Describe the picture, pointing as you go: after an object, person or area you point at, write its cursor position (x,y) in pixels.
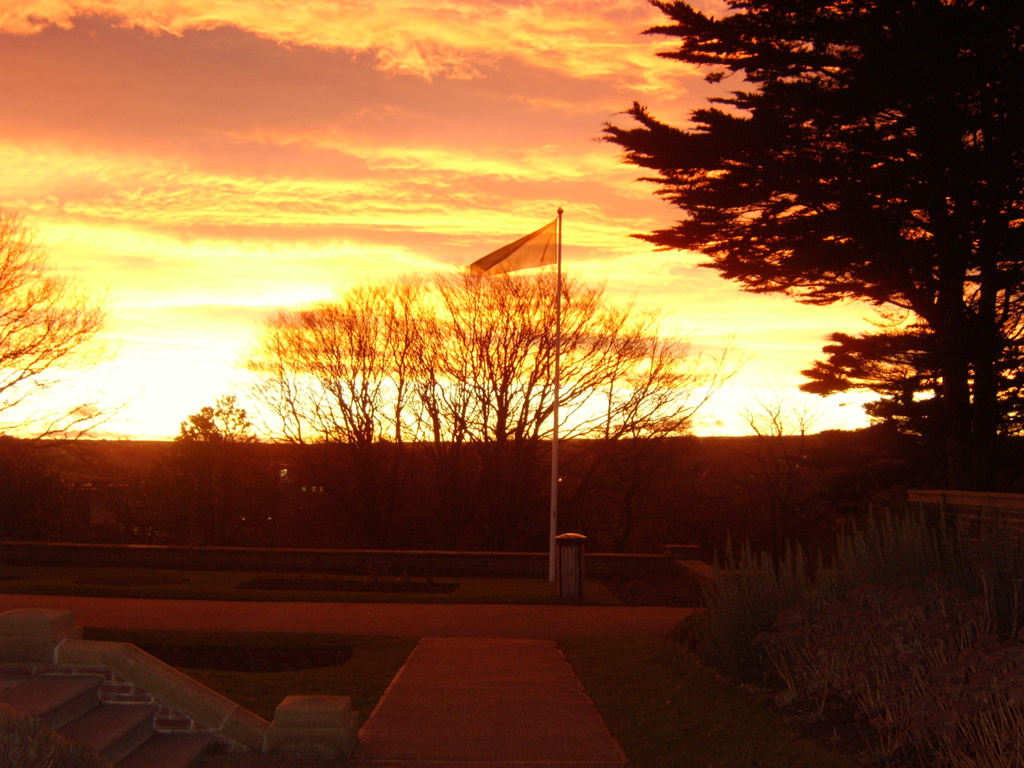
In this image we can see the flag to a pole (554,436). We can also see the staircase (208,726), pathway (499,712), some plants (897,733), grass (675,711), a group of trees (527,479) and the sky (234,258) which looks cloudy.
